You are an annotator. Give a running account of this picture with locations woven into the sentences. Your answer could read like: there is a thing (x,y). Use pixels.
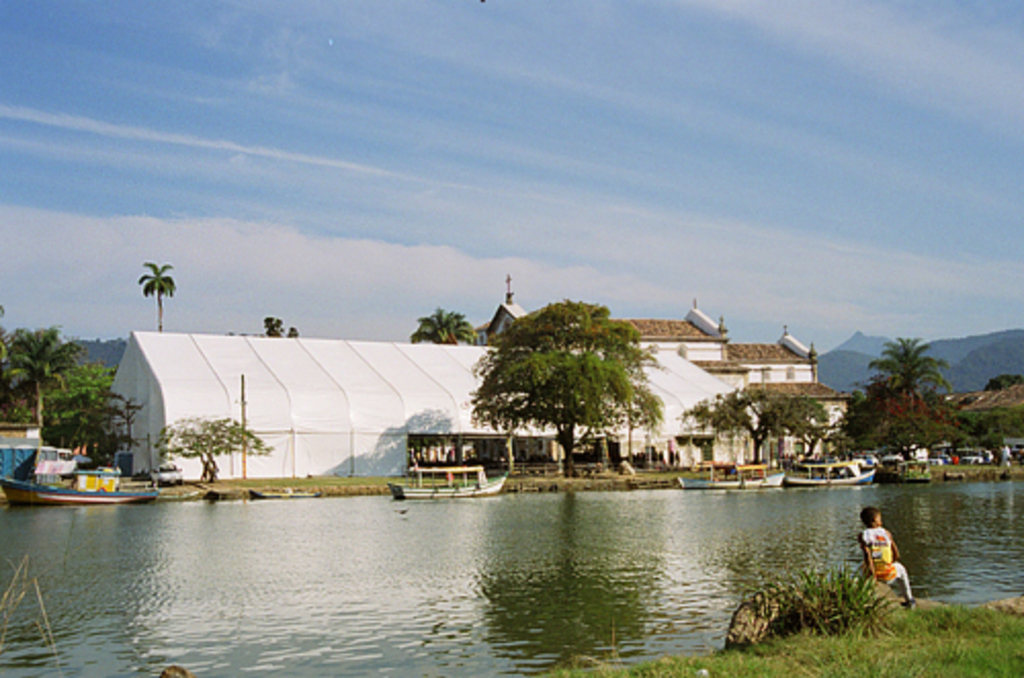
In this picture there is a small boy (903,577) who is sitting at the bottom side of the image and there is water (708,524) at the bottom side of the image (556,525), there are boats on the water (933,533) and there are houses (808,440), trees (104,372) and a huge tent (362,471) in the background area of the image (197,407).
